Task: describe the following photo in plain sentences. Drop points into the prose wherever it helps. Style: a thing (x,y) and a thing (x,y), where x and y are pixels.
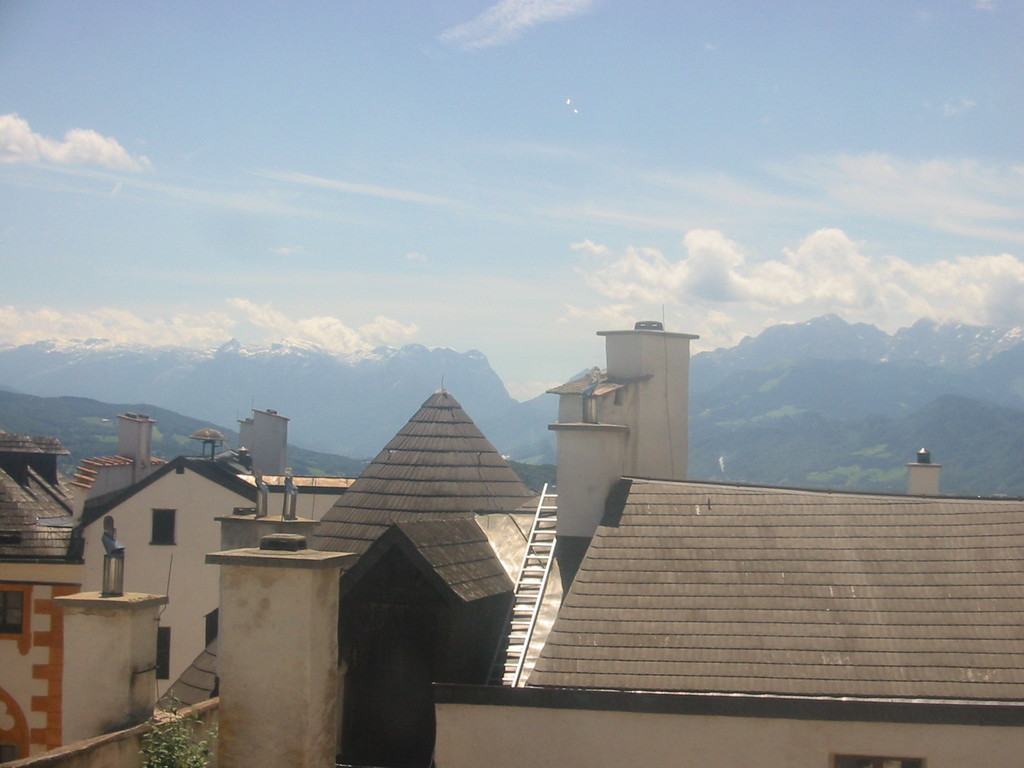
In the image we can see there are buildings (422,595) and windows (163,541) of the building (186,547). Here we can see a ladder (532,569) and a plant (182,744). We can even see there are mountains (481,424) and cloudy pale blue sky (319,302).
